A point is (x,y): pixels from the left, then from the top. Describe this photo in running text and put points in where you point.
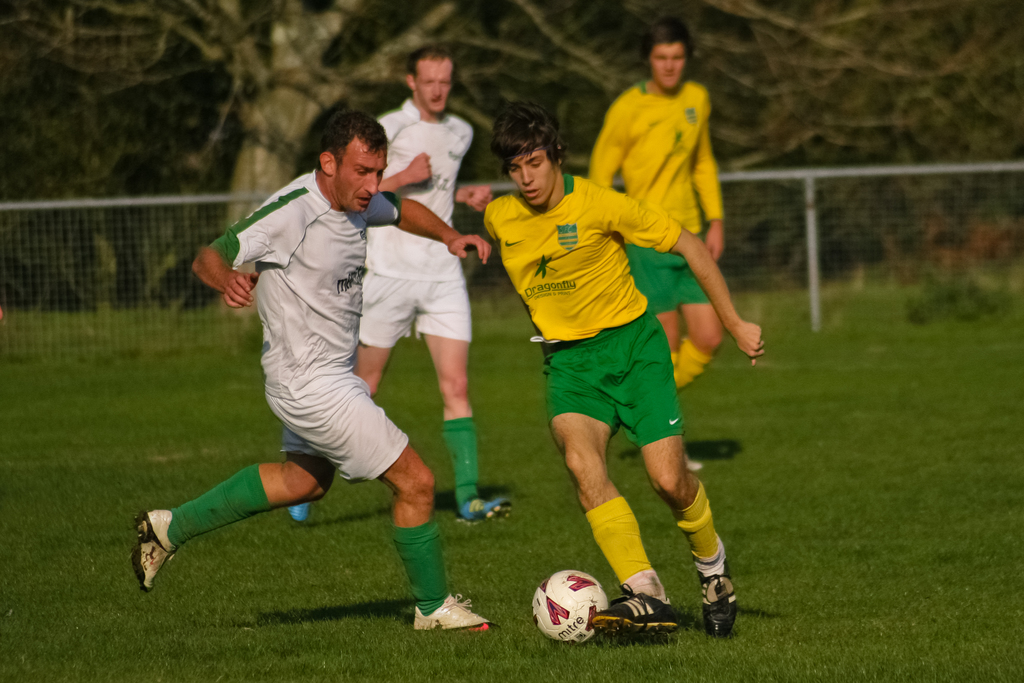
There are four people (517,277) playing football and there are trees (504,64) in the background (365,54) and the ground (830,550) is greenery (842,545).
